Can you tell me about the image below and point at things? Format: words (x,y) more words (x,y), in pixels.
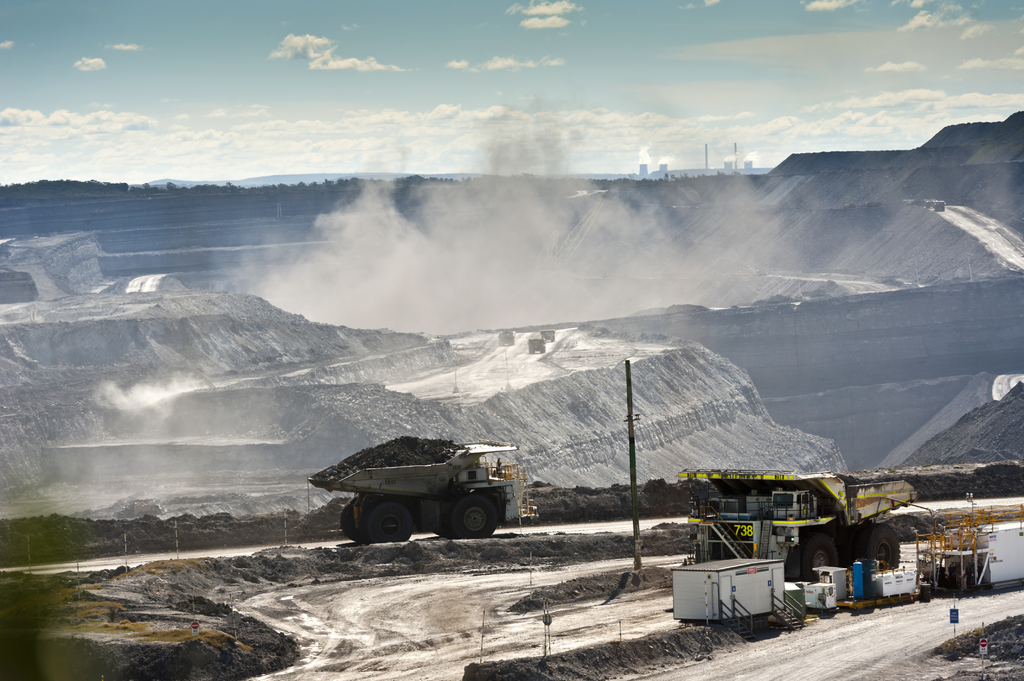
In this image I can see few trucks (517,491), few poles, road (772,660) and here I can see few numbers (739,533) are written. In the background (428,301) I can see smoke (512,223), clouds (464,167) and the sky (341,85).
